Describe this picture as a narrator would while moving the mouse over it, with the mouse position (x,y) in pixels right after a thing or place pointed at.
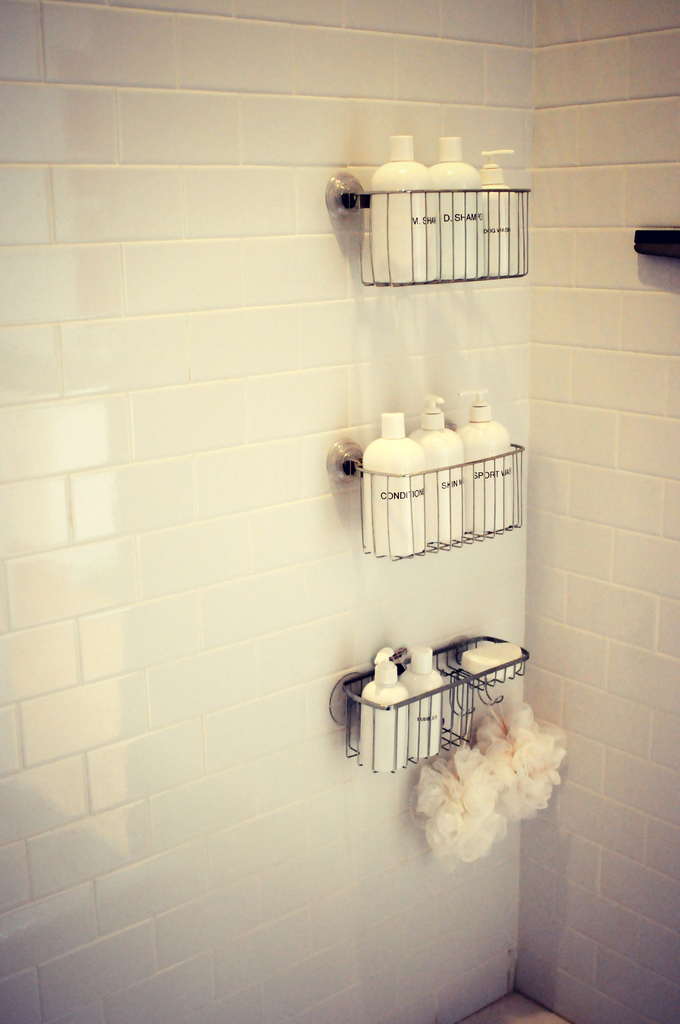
In the image we can see wall (174,507), white in color. On the wall (112,496) there are metal baskets (388,253) attaches. In the metal basket (391,272) we can see there are bottles (405,250) and we can see a scrubber (455,827).
